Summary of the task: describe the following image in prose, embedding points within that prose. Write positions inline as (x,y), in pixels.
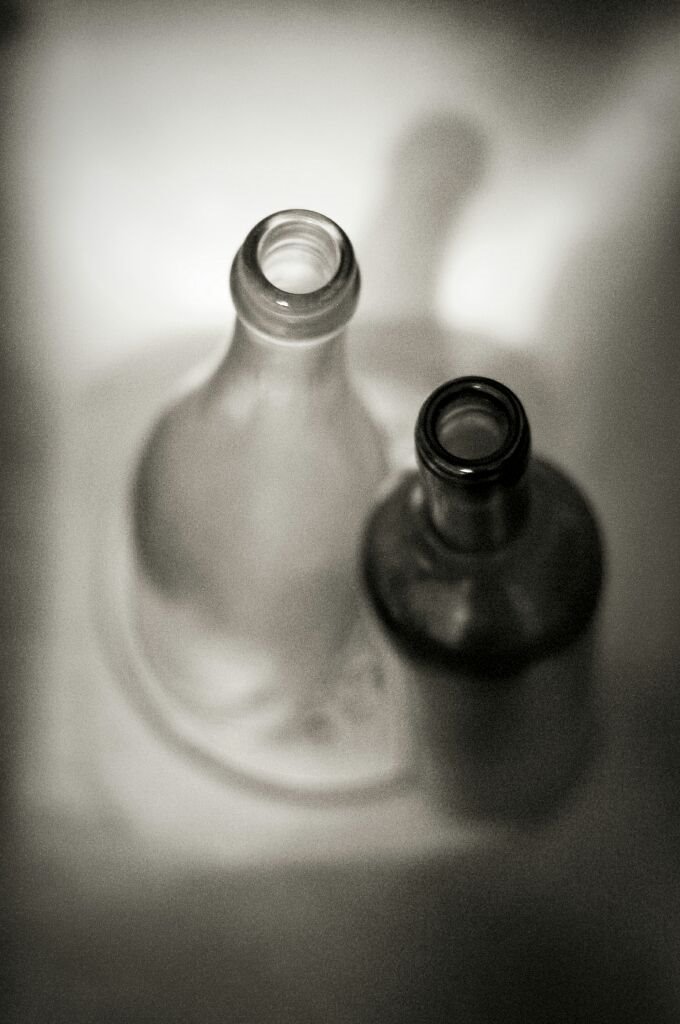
As we can see in the image, there are two bottles (339,406).
